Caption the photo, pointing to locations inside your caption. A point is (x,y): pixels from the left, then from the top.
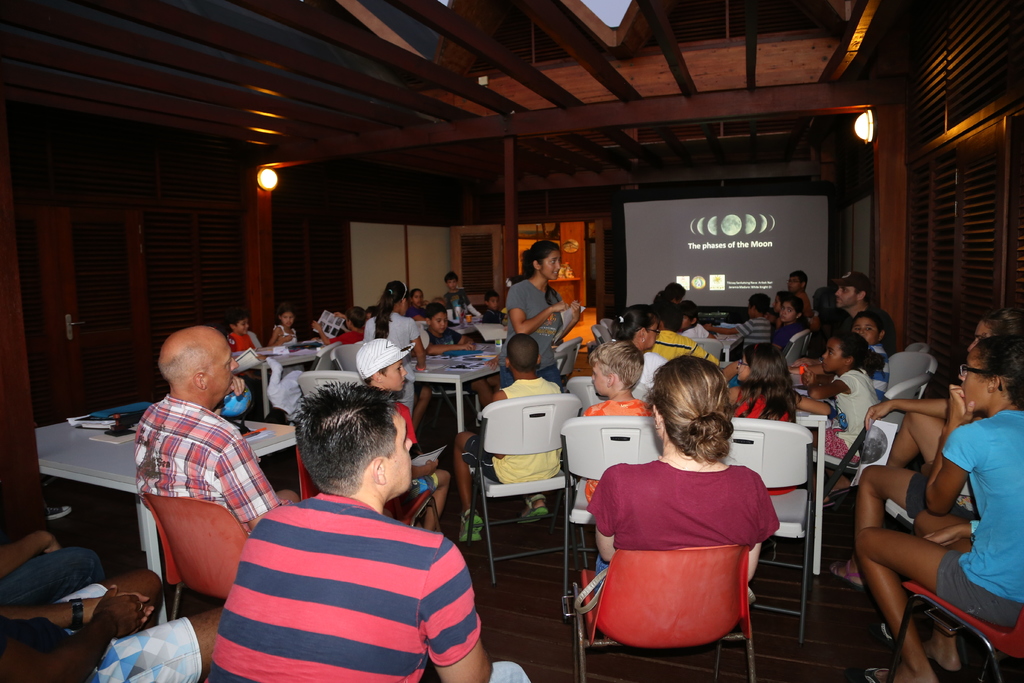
In the image there are many people (335,529) sat on chair (407,515), there is a projector screen (671,275) in the front, this seems to be a moon phases lesson.
